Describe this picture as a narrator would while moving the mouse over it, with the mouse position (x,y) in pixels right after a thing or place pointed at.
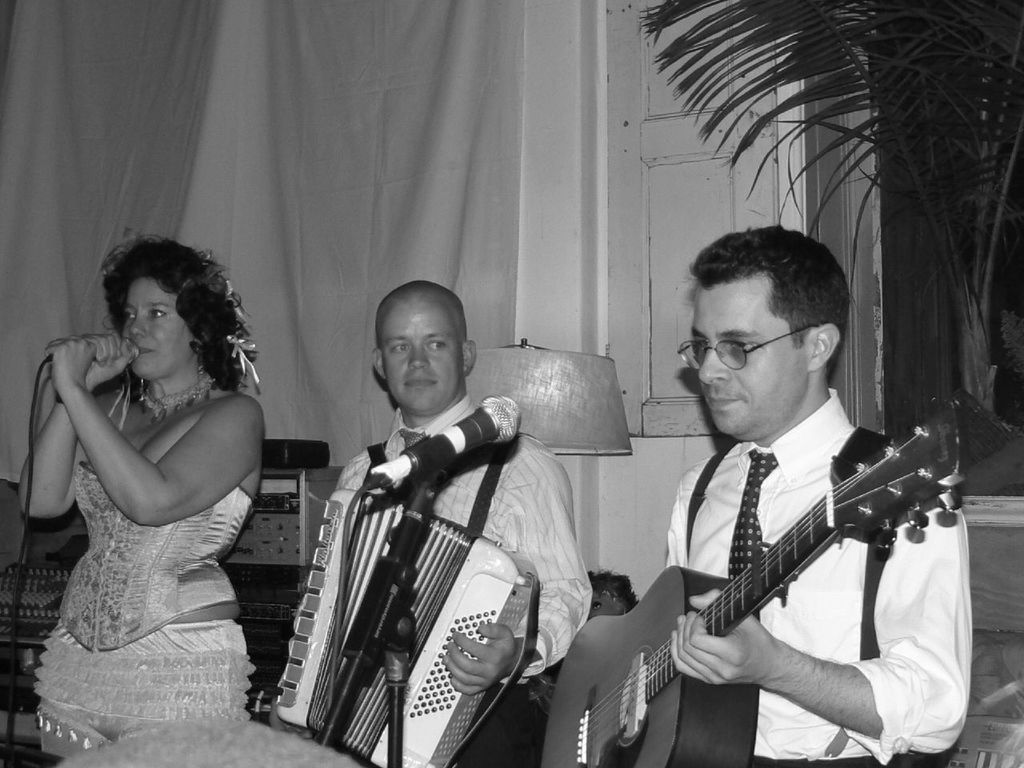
A black and white picture. This woman (177,586) is holding a mic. This man (428,397) and this man (789,606) are playing musical instruments (651,661) in-front of mic (492,421). This is a plant (891,116). This is an electronic device (280,510). This is an lantern lamp (523,385).
